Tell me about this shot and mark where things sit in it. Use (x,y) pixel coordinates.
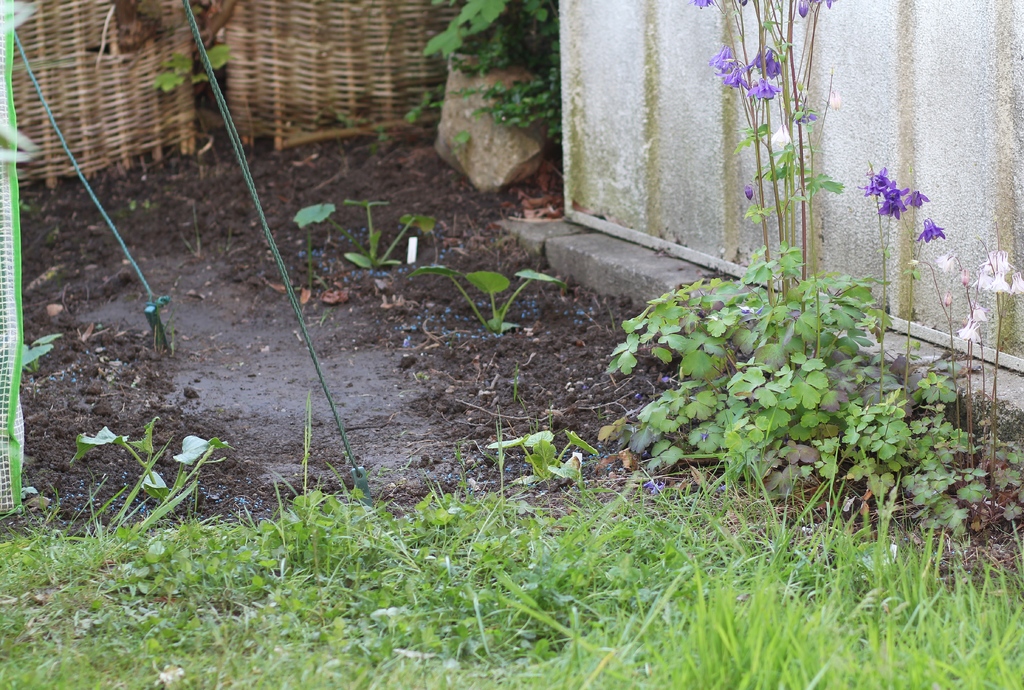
This picture shows few flowers (980,327) to the plants (809,247) and we see grass (599,503) on the ground (208,516) and we see a stone (522,122).
